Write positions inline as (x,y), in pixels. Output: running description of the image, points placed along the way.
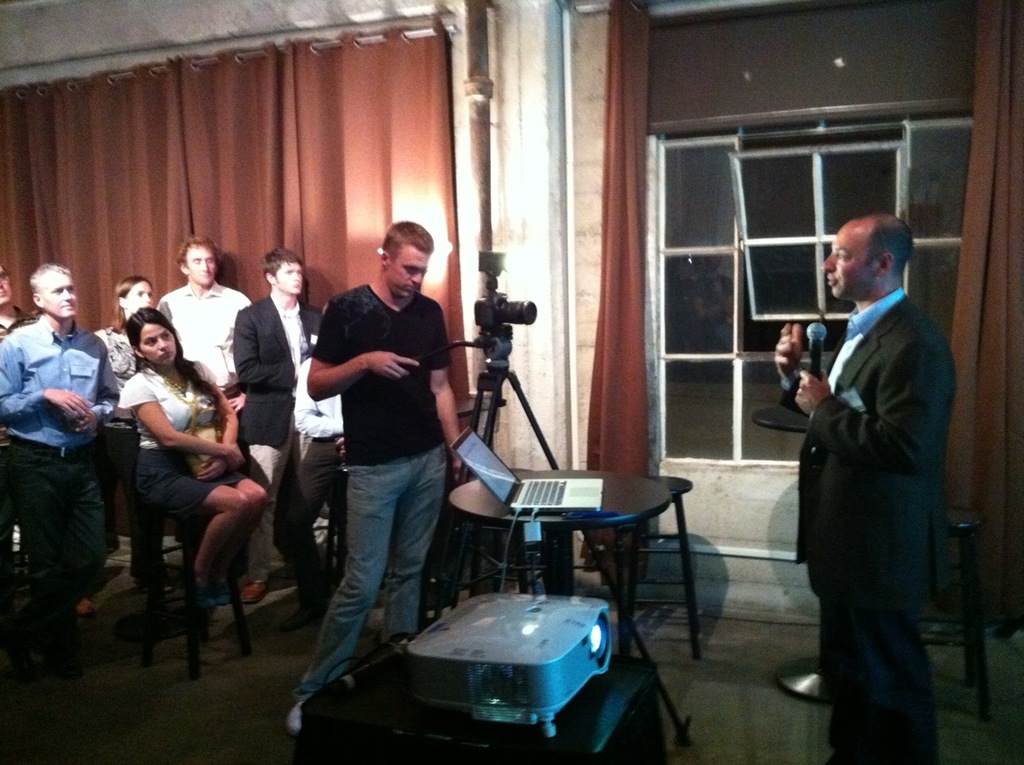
In the image we can see there are people (56,360) who are standing and there is a woman (212,496) who is sitting on chair (193,589) and they are looking at a person (876,440) who is standing and holding mic (814,371) in his hand (805,384) and there is a laptop (552,502) on table (638,509).
